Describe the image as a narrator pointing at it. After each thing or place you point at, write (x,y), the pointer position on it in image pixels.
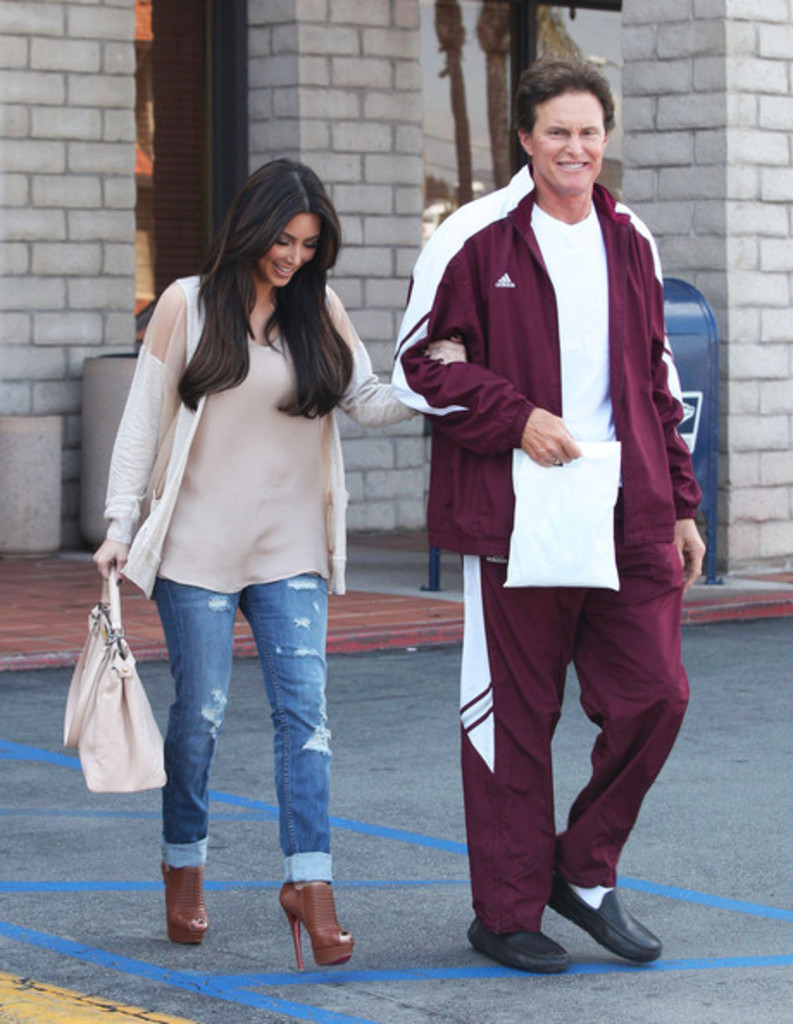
In this image on the right side (636,699) there is one man (568,360) who is walking and he is smiling. On the left side (217,535) there is one woman (270,682) who is holding a handbag (119,718) and she is walking and smiling. On the background (248,106) there is brick wall (361,85) and on the left side of the image (40,476) there are two containers (87,429).
